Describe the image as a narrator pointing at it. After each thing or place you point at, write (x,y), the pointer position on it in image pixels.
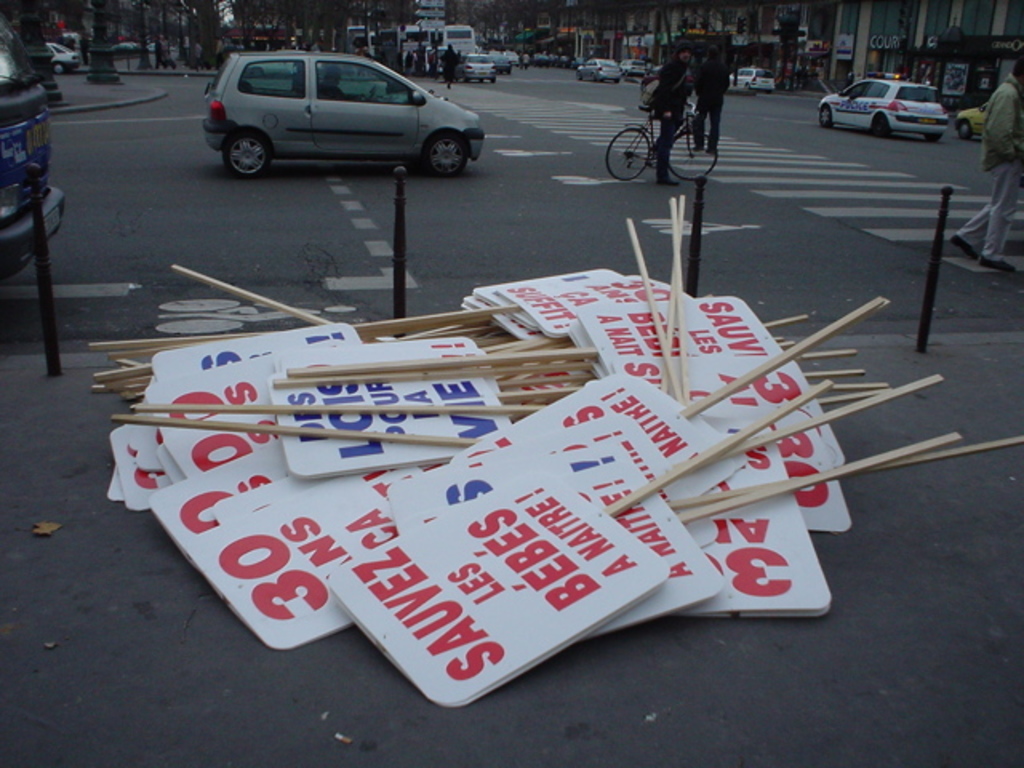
In this image we can see the text boards (655,419) with sticks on the road (773,648). In the background (219,34) we can see the trees (334,12), buildings (709,25), poles (96,51), people (988,242) and also the vehicles (897,128) passing on the road (745,130). We can also see the black color rods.
